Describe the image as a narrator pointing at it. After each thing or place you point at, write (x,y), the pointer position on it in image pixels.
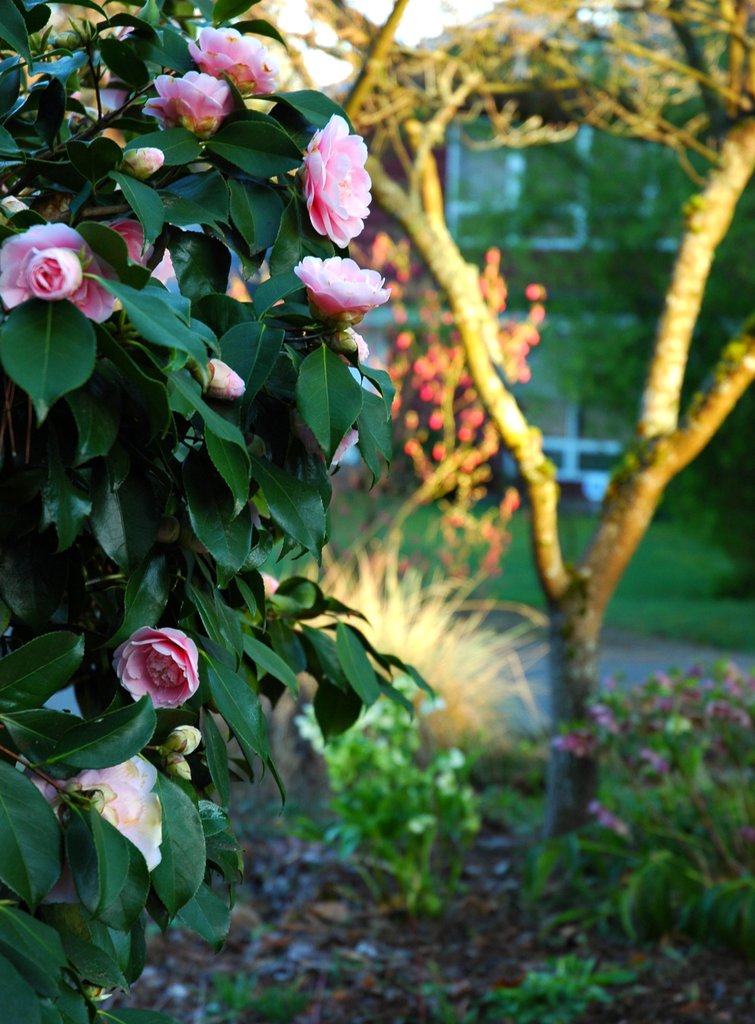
On the left side of the image (100,587) we can see one plant (118,692) and flowers (142,692), which are in pink color. In the background (597,551), we can see plants (682,515), trees (678,441), grass (673,578), flowers (485,298), one building (575,288) and a few other objects (498,617).
